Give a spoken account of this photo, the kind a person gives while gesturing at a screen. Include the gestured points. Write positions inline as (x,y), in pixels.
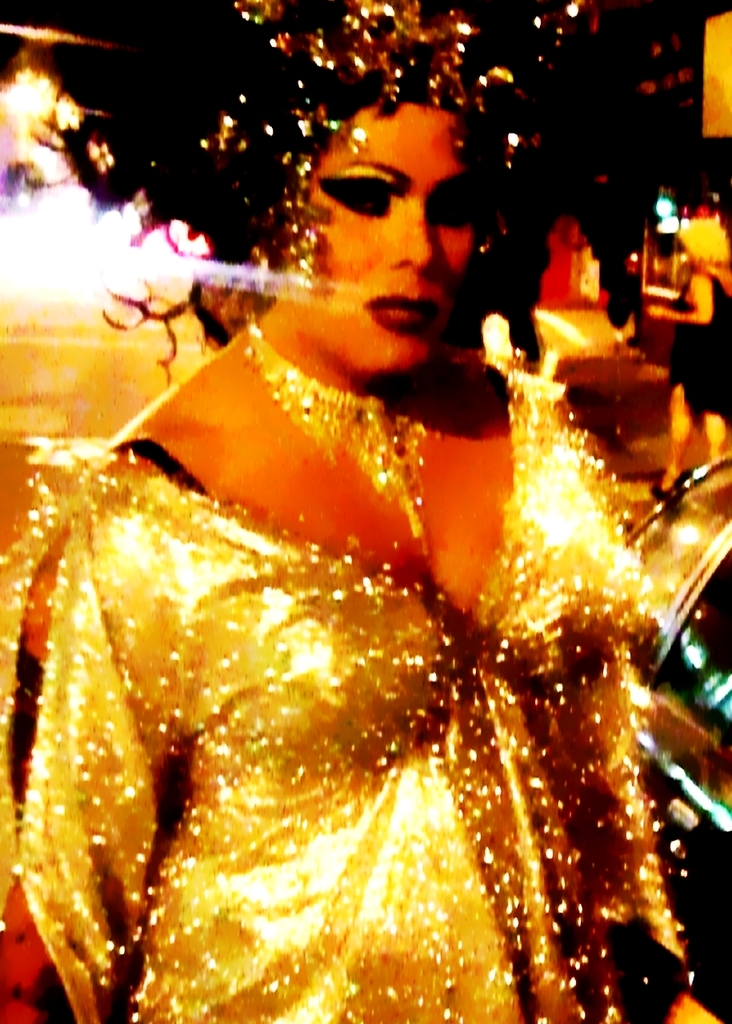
In this image in the center (481,353) there is one woman (463,547) who is standing, and in the background (675,422) there is another woman (691,309) and some lights (82,245).
